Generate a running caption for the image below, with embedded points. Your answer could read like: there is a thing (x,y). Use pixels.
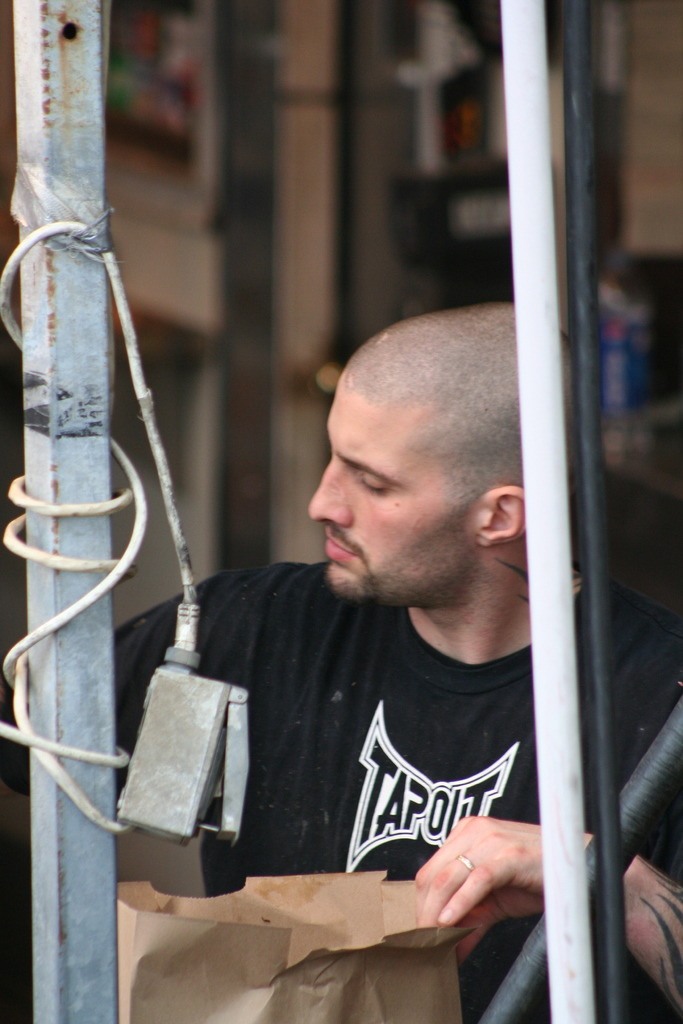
A person (398,679) is holding a paper bag (315,954). In-front of this person (337,678) there are poles (556,796). To this pole (83,791) there is a device (203,727) and cable (40,229). Background (258,19) it is blur.
